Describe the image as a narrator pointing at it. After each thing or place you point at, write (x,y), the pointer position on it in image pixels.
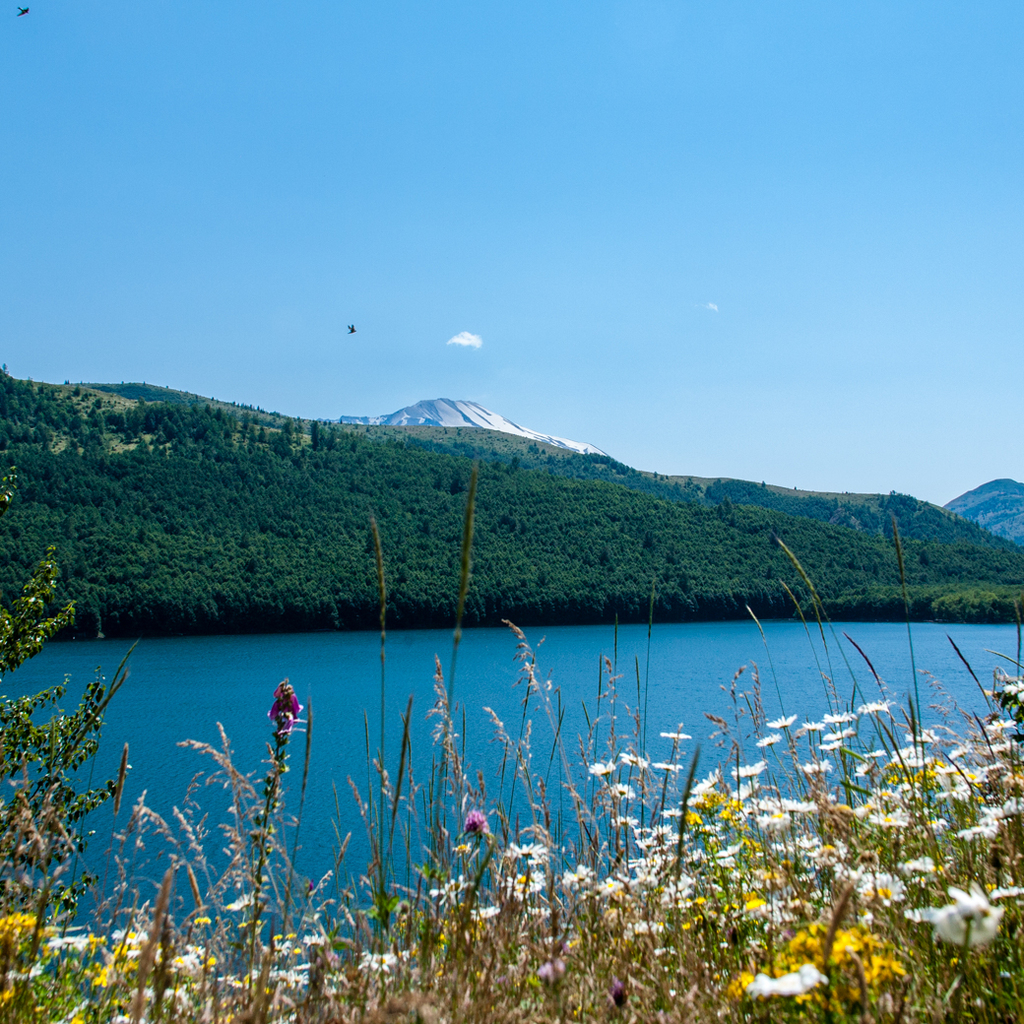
In the background (1005,263) we can see the sky (971,155), hills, thicket (64,541). In this picture we can see birds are flying in the air (963,479). At the bottom portion of the picture (957,813) we can see the plants (895,912) and flowers (579,872).
